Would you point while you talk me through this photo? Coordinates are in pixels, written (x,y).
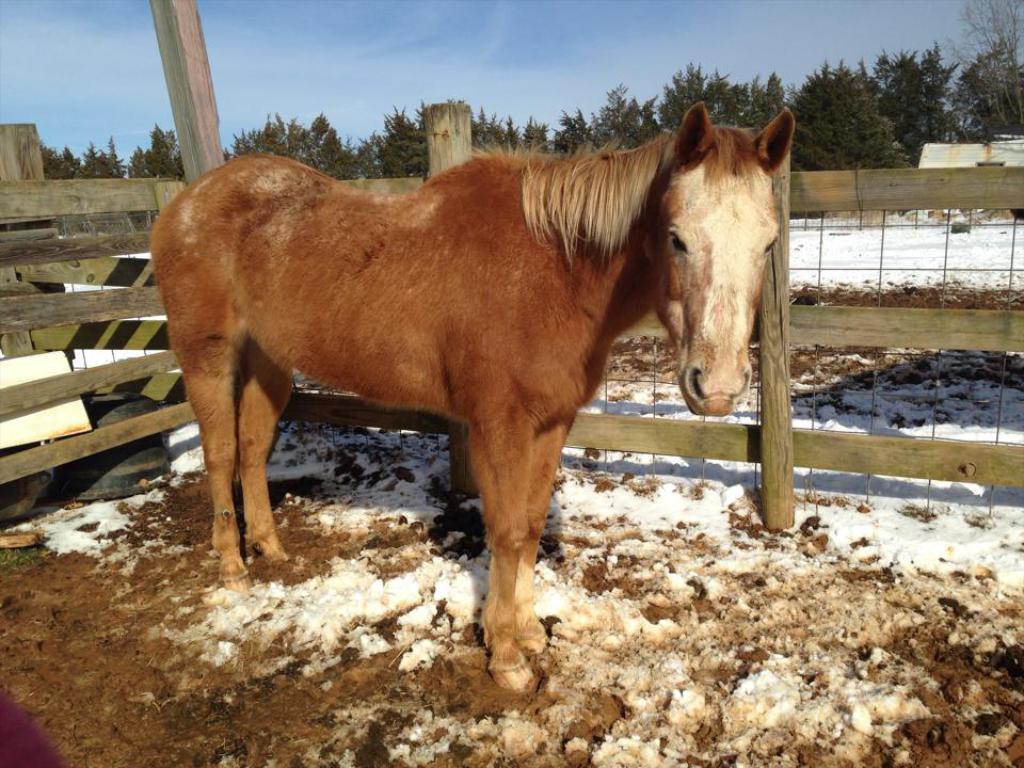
In the center of the image (677,341) we can see a horse (602,223). In the background of the image (822,246) we can see the trees (1005,95), fence (8,312), house (947,155), roof (934,167), ice (989,438). At the bottom of the image (141,604) we can see the ground (340,613). At the top of the image (393,84) we can see the sky (585,95).
